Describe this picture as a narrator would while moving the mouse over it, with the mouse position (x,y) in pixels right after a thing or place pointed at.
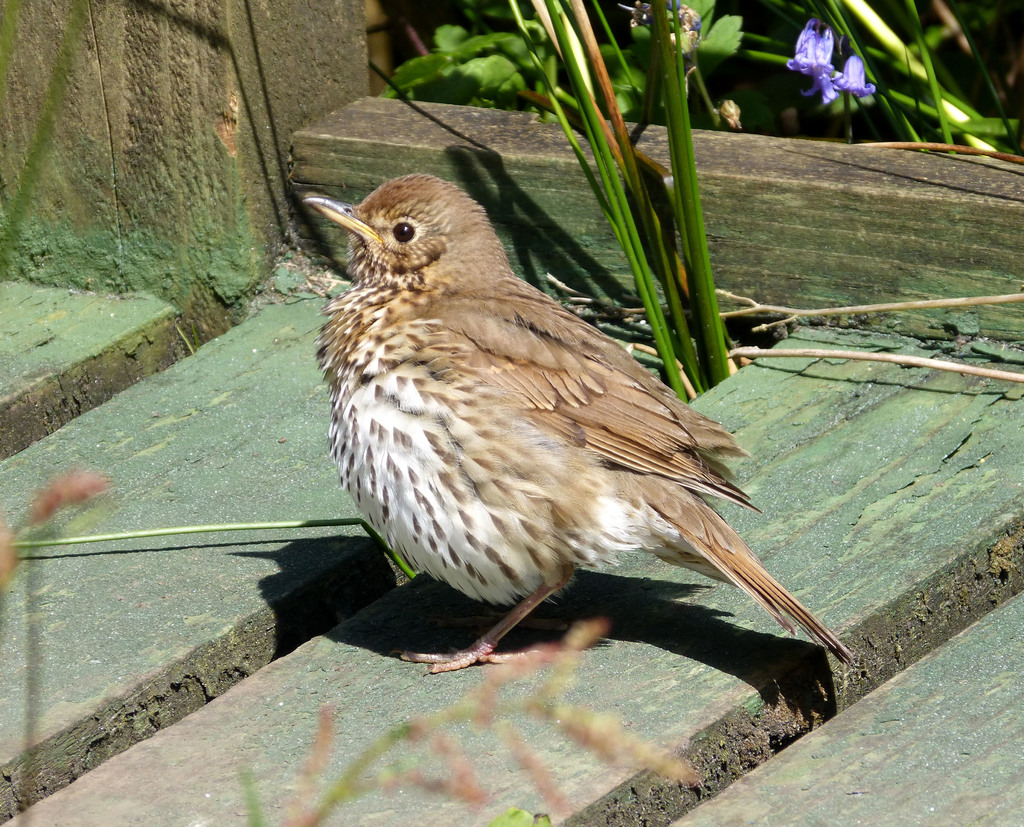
In this picture I can see a bird (518,463) on the wooden plank (868,425) and I can see plants (859,13) and few flowers (690,52).
